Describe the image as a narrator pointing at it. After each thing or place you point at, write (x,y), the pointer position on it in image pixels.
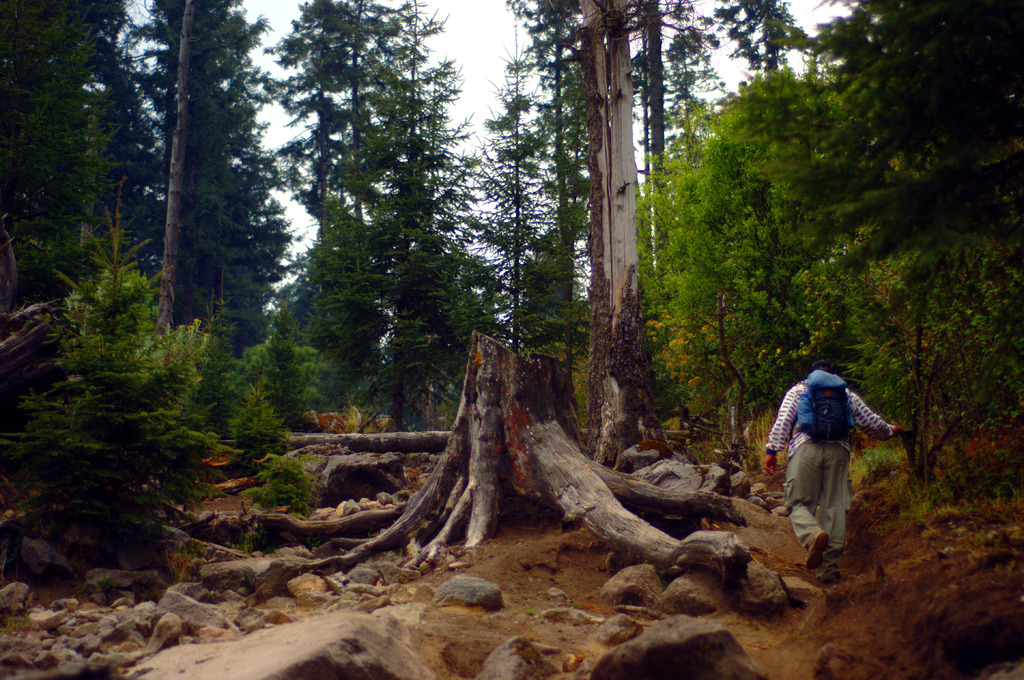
In the image we can see a person (816,442) wearing clothes (823,472), shoes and the person (836,546) is hanging a bag (816,404) on his back (801,395). There is a tree trunk (506,400), stones (236,567), plant (143,433), trees (158,458) and a sky (462,148).
